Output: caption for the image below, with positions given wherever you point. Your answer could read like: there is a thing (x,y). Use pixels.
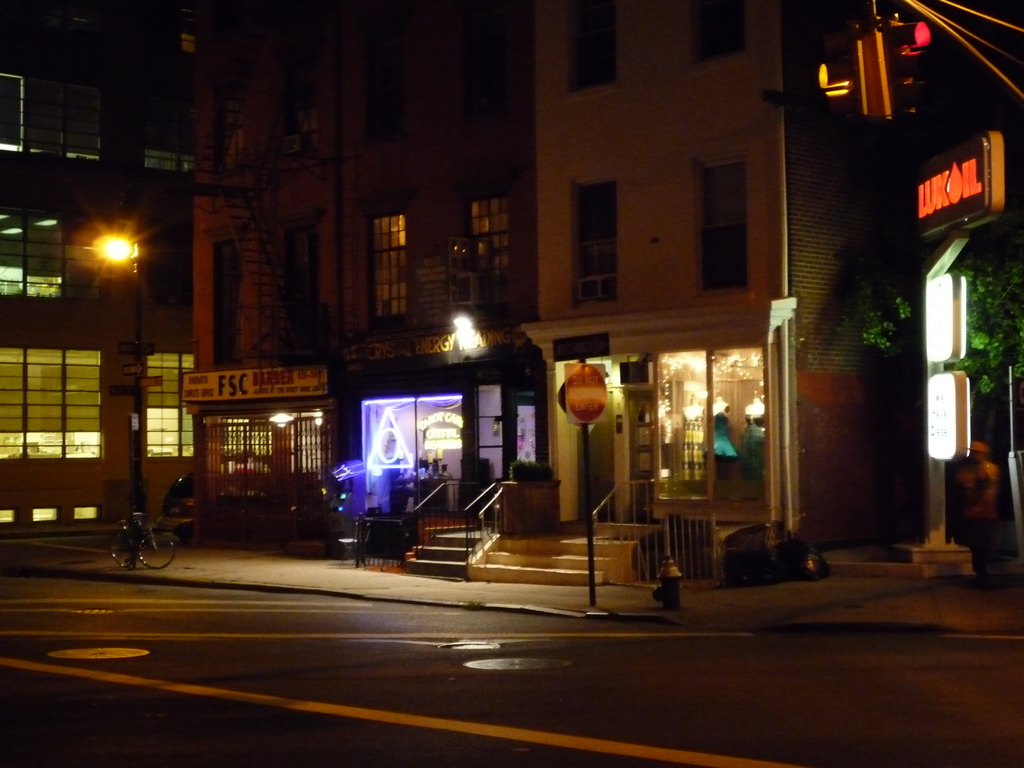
In this image we can see buildings (572,431), lights (659,414), stores (609,460), stairs (454,532), trees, road (358,653), bicycle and traffic signal (828,79).
